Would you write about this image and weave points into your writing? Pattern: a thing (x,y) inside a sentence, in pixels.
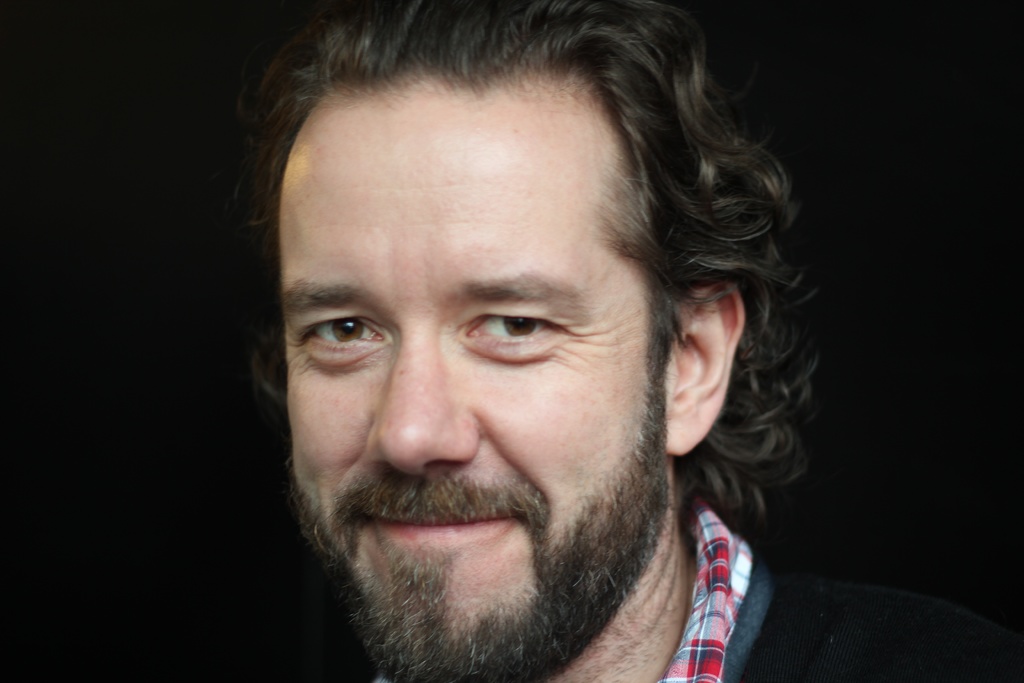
This is a zoomed in picture. In the foreground (667,235) there is a man (333,409) with a beard (598,540) and a mustache (526,491), smiling and seems to be standing on the ground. The background of the image (77,503) is very dark.
